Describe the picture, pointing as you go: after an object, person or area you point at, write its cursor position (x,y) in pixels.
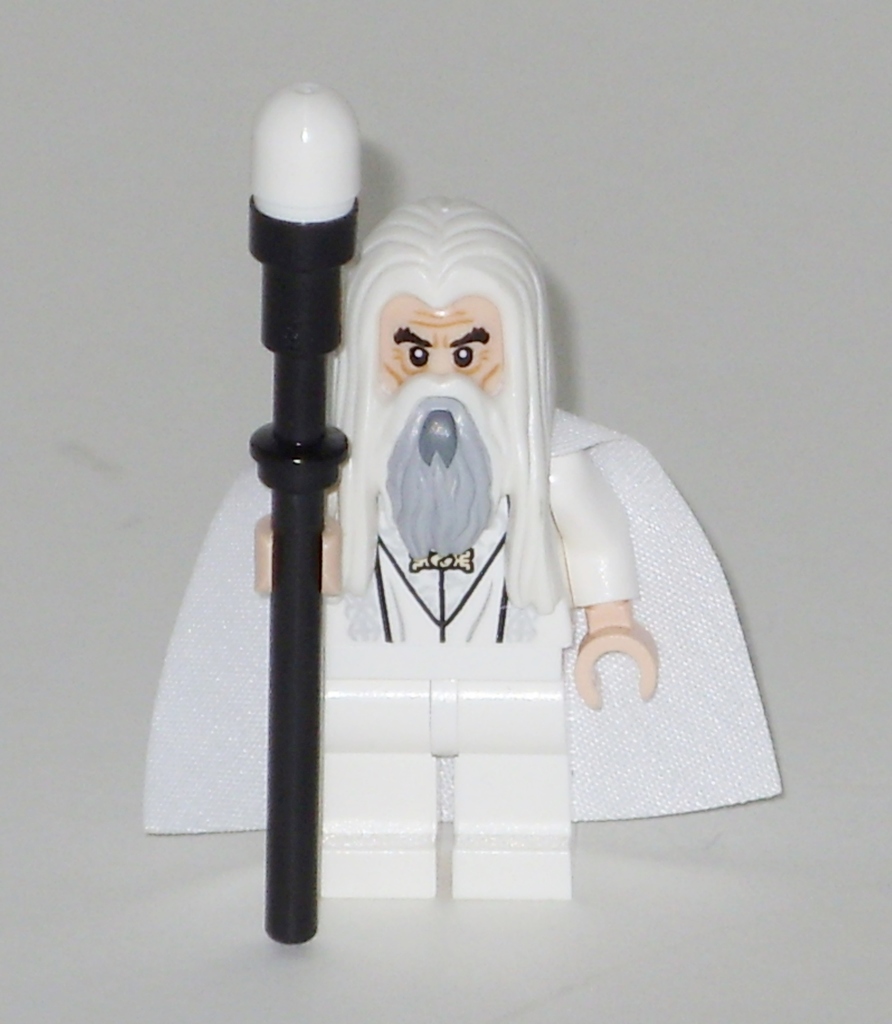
In this picture I can see there is a figurine (378,283) and is holding a pole (290,510) in the hand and the backdrop (757,124) there is a white surface (256,850).
